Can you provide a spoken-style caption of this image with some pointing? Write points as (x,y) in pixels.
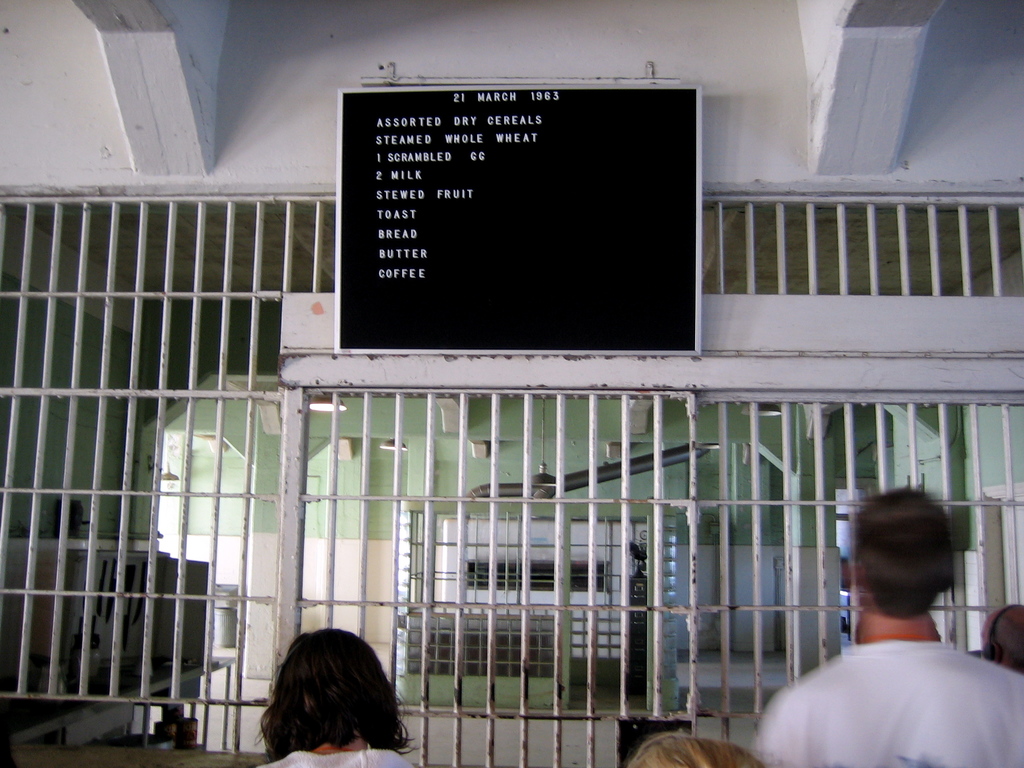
In the picture we can see a cage gate (491,710) which is white in color and near it we can see some people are standing and on the top of it we can see a board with some menu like egg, milk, toast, bread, butter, coffee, and from the gate (522,702) we can see a ventilator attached to the ceiling (584,425).
